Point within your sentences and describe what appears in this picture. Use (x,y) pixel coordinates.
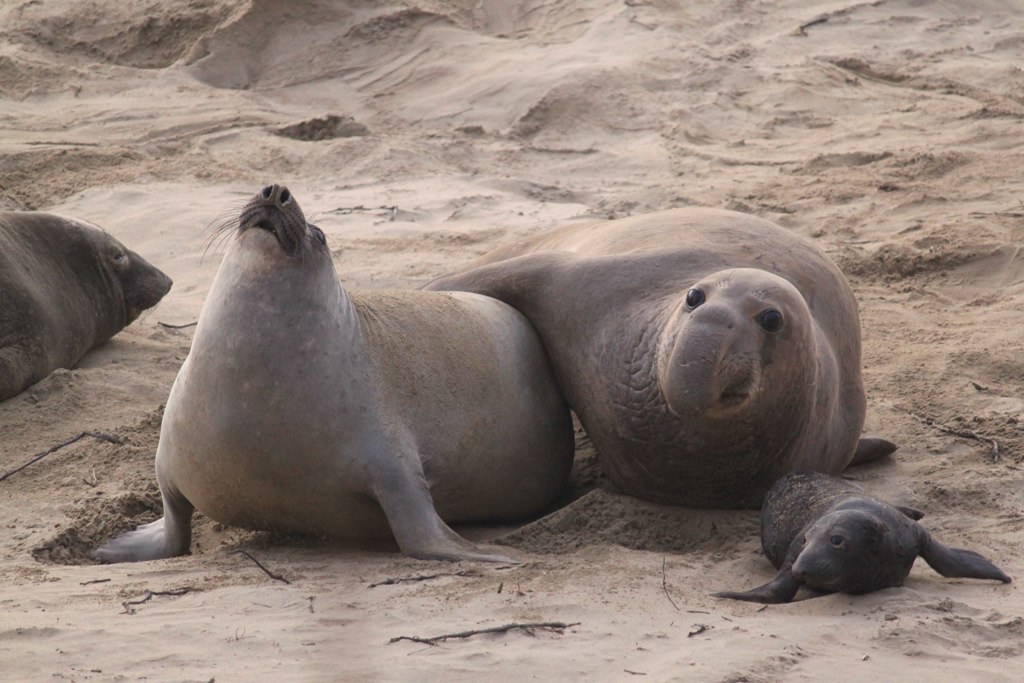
This is an outside view. It is looking like a beach (384,119). Here I can see the seals (585,401) on the sand (240,615).
